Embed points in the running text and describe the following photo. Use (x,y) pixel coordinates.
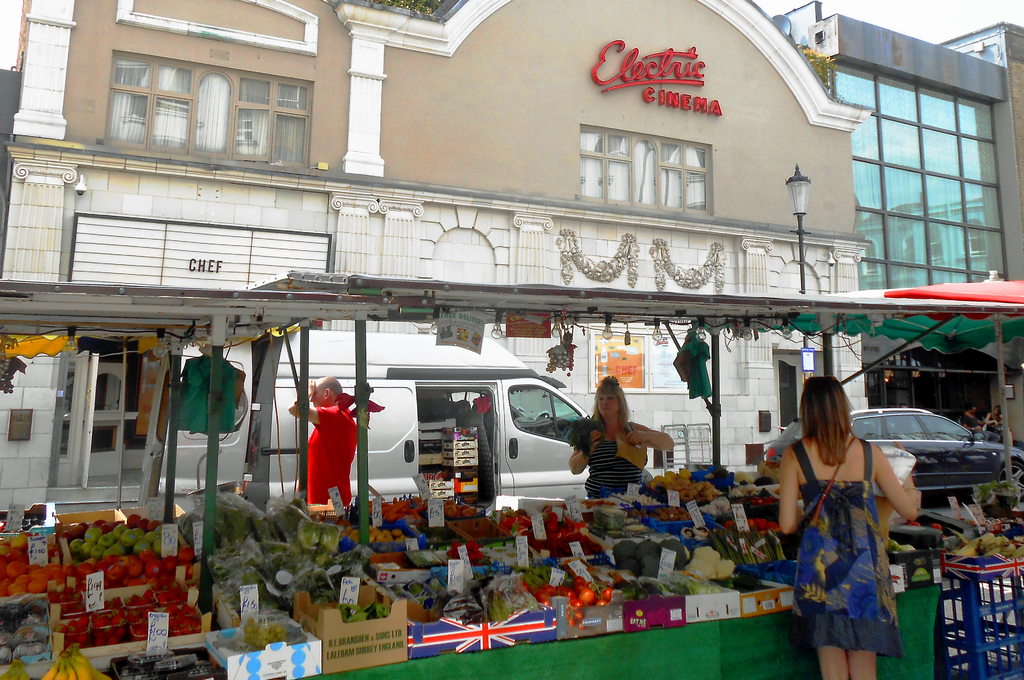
This picture is clicked in the city (88,114). At the bottom of the picture (517,664), we see a table (663,642) which is covered with green color cloth (713,643). On the table (722,662), we see many baskets (906,540) containing fruits (170,628), carton boxes (323,628) and price boards (95,592). Behind that, we see vehicles (378,454) parked on the road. The man (337,446) in red T-shirt (350,440) is standing beside the van (280,378). There are buildings (777,193) and street light (800,186) in the background (793,168). The girl (806,505) in blue dress (830,539) is standing beside the table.
